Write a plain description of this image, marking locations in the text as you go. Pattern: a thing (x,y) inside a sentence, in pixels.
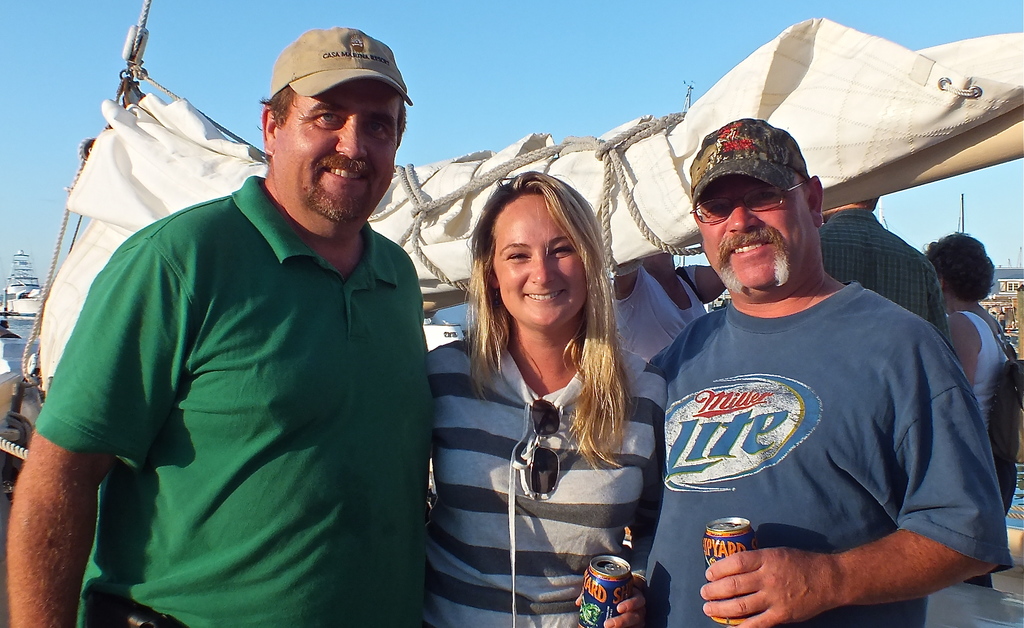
In this picture we can see two men (669,452) and a woman (551,315) standing and smiling, tins (738,522), caps (783,157) and at the back of them we can see a sail (441,169), ropes (42,306) and some people (913,307) and in the background (16,58) we can see the sky (544,127).
